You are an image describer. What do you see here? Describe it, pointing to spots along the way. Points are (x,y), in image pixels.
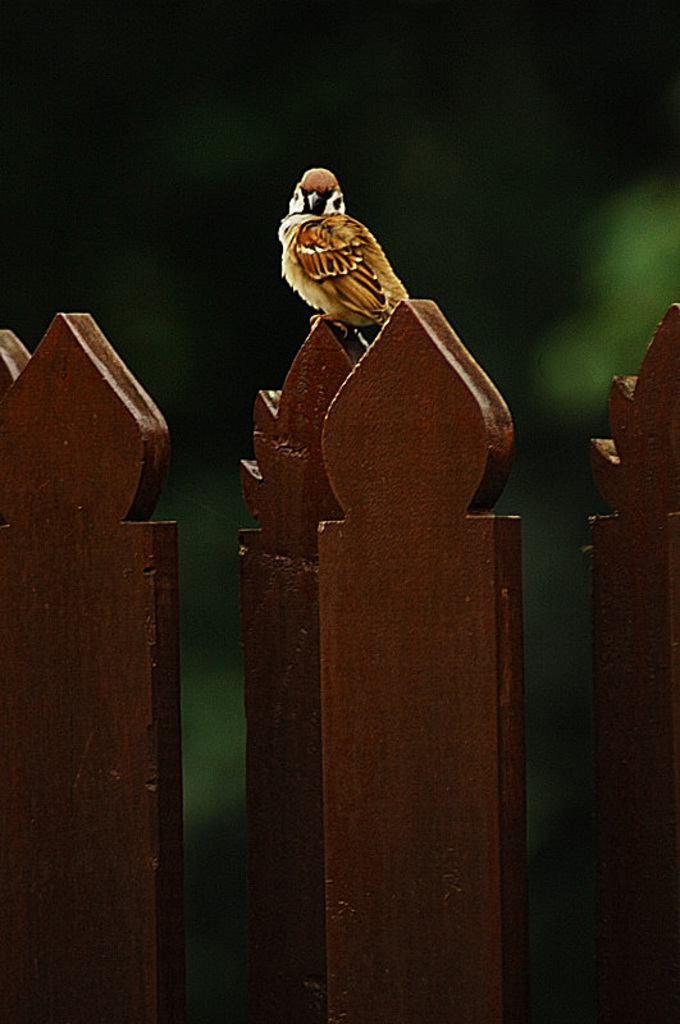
In this picture we can see a small sparrow (361,318) sitting on the top of a brown colored fence (394,633). The background of the picture (423,188) is green.
